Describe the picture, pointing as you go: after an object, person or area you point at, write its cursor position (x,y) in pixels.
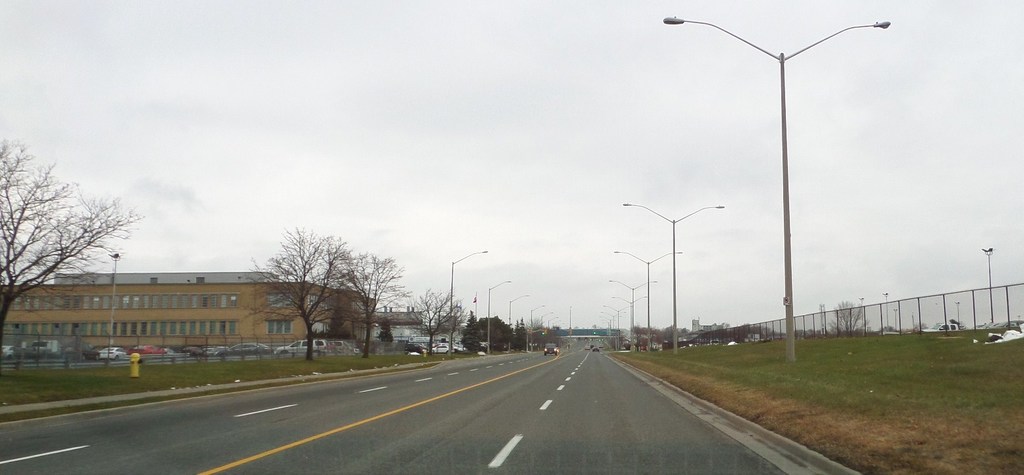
in this picture I can see some cars (557,346) on the road (563,357), beside the road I can see the grass (732,407), trees (379,337) and street lights (786,294). On the left (85,294) I can see the building (251,304). In front of the building (144,336) I can see many cars (182,353) which are parked in the parking (224,355). In the bottom left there is a fire hydrant (130,362) on the grass (189,372). Beside that I can see the fencing (91,358). At the top (376,99) I can see the sky (289,138) and clouds (152,143).
